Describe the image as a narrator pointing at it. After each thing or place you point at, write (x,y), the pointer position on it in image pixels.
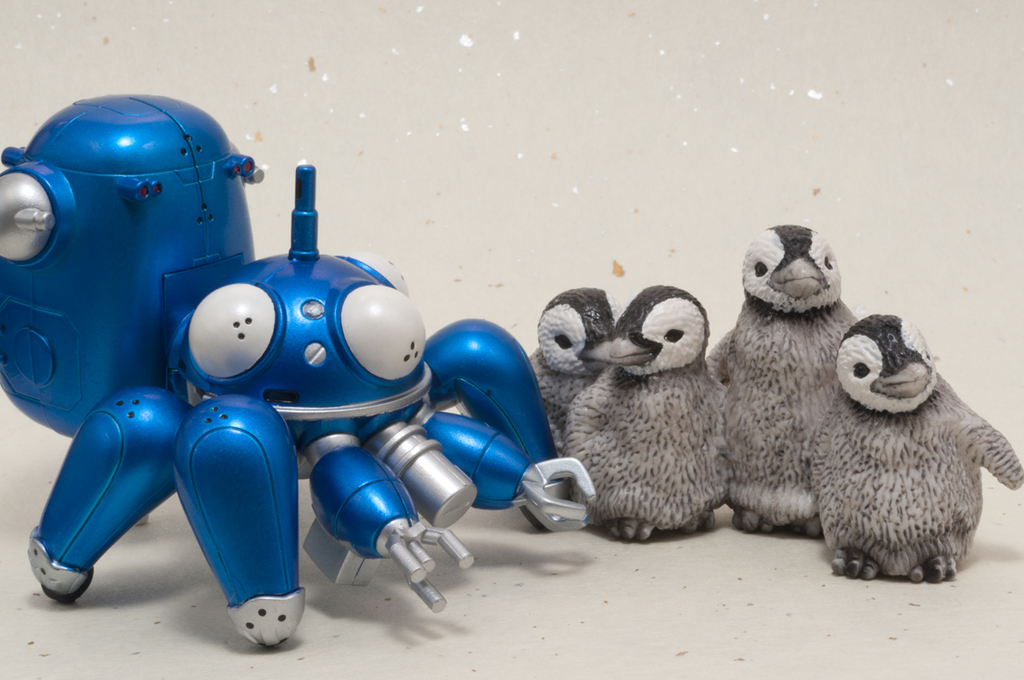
This picture shows a toy (332,488) and few toy penguins (789,412).
